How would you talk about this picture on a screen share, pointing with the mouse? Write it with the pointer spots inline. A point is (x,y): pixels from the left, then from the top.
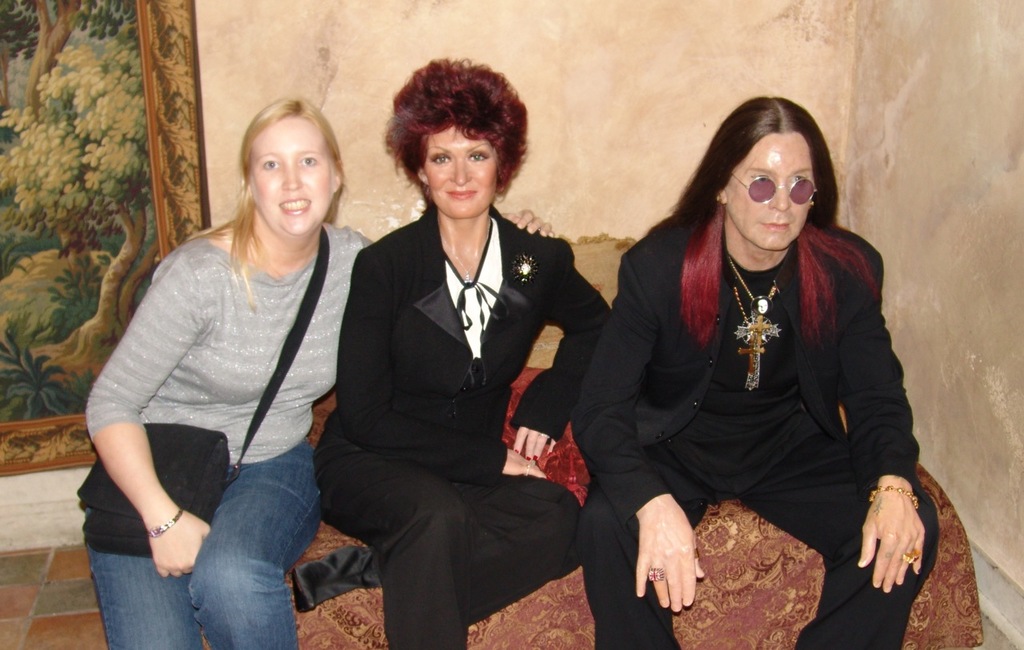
In this image we can see three people (431,394) sitting on the sofa (581,600). In the background (555,43) there is a wall (579,47) and we can see a frame (76,112) placed on the wall (26,481). At the bottom (39,609) there is a floor (50,631).
